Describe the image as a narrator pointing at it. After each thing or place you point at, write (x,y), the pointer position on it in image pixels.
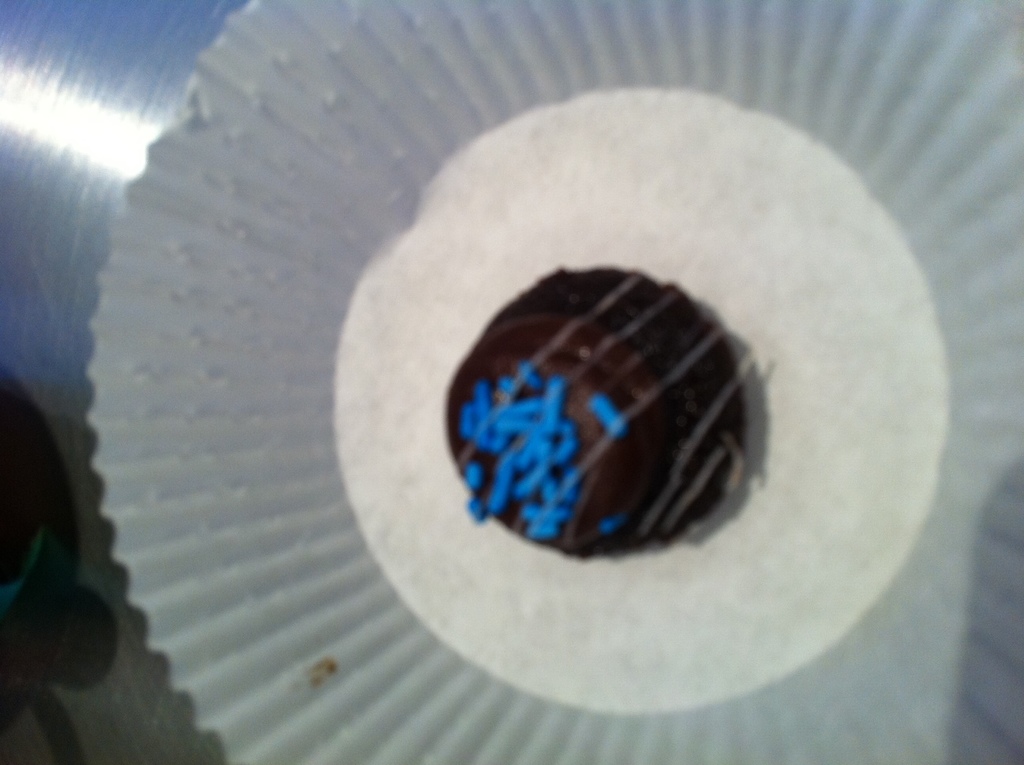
Here I can see an object (223,513) which seems to be a paper plate (297,519). In the middle of this there is another object (611,437) which seems to be a cake (632,441), on this there are few blue color objects (535,430). On the left side (30,478) I can see a person's leg (35,459). In the top left (71,164) I can see the light reflection (79,128) on the floor (51,249).
